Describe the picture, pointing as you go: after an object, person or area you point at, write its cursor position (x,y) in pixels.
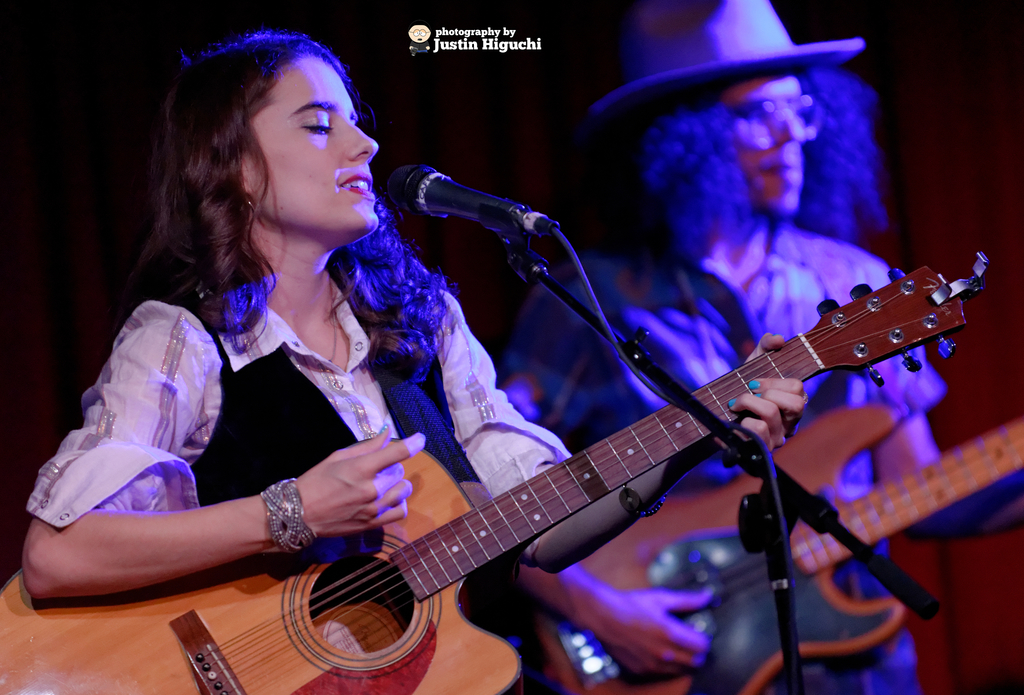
In this image there are persons (790,228) standing and holding musical instrument (578,479) in their hands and in the front (352,343) there is a woman (360,328) standing and singing. In front of the woman (355,247) there is a mic (430,198) which is black in colour.
